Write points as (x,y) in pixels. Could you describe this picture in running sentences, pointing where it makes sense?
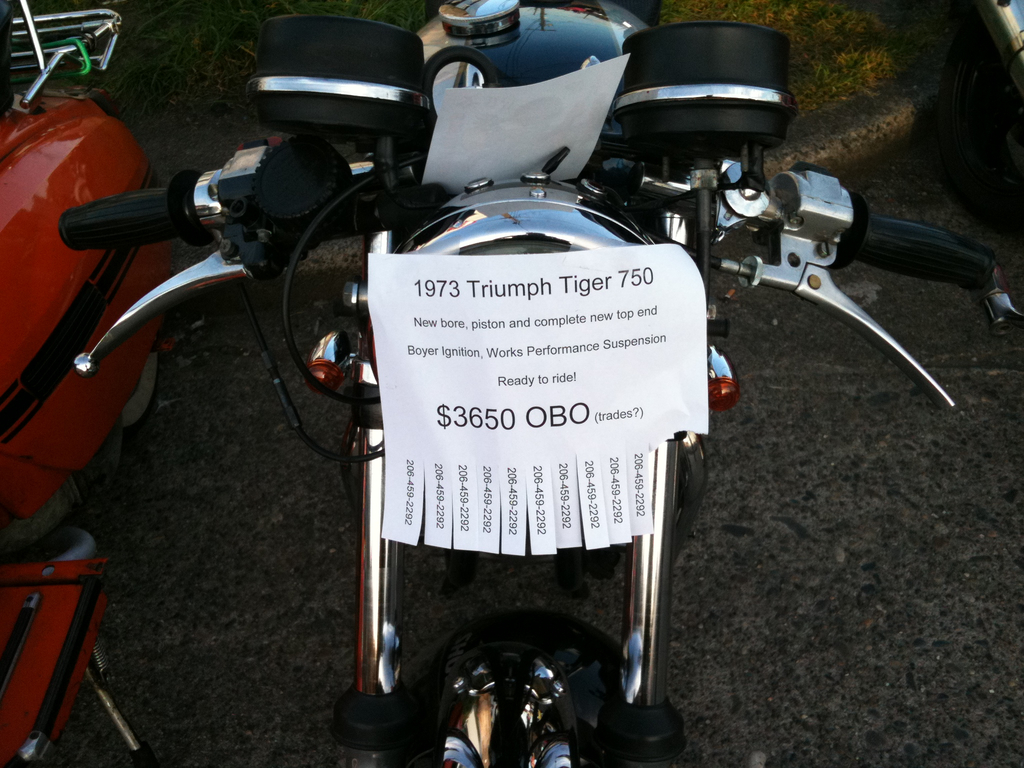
In the image there is a vehicle (482,691) in the foreground (566,254) and on the vehicle (566,237) there is some paper (427,348), on the paper (497,377) there are numbers (532,471) and some text (555,318).
